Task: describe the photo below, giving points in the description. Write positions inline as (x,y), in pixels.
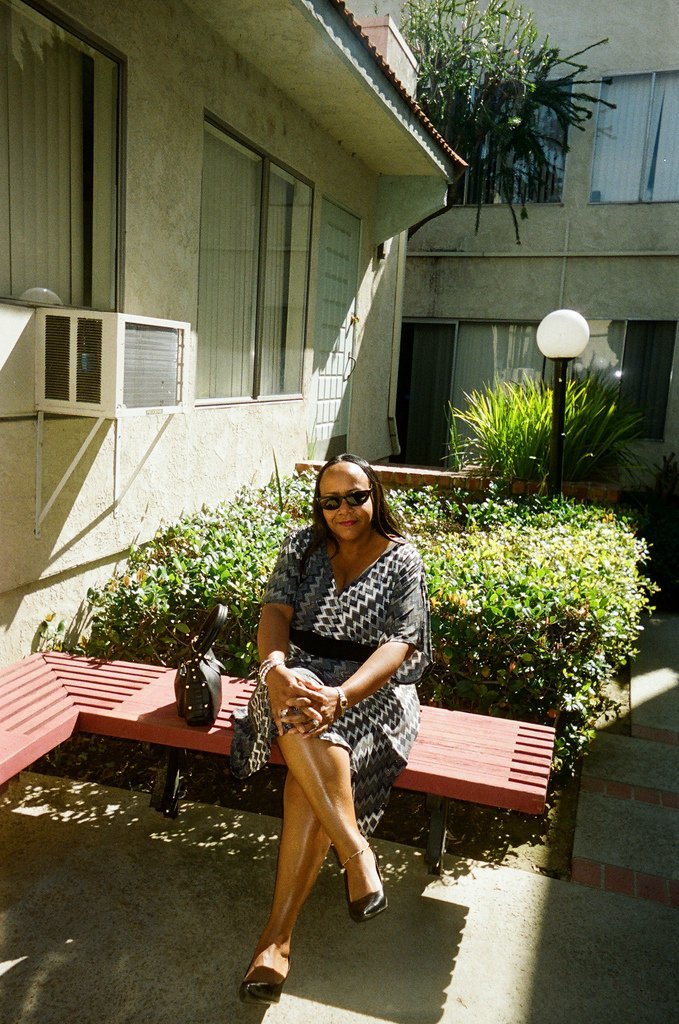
The image is taken outside the house (278,440), a woman (323,728) is sitting on a bench (516,725) there is a lot of sunlight (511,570) focusing on her, in the background (508,643) there are some plants (524,584), behind the plants (524,584) there is a house (182,201) a light (560,362) there is a bag (186,716) beside the woman (262,650).
